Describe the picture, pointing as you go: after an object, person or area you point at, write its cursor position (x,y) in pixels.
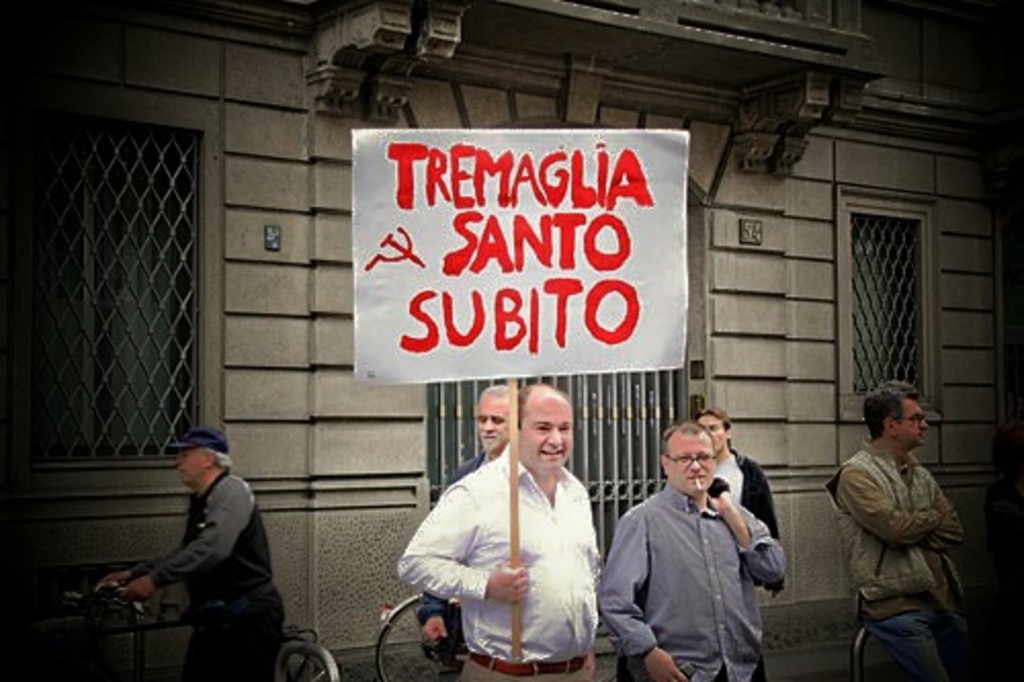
In this image I can see the group of people (668,595) with different color dresses (710,571) and two bicycles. I can see one person (489,617) holding the board (536,357) and an another person (203,656) holding the bicycle (106,647). In the background (330,179) I can see the building (146,282).
